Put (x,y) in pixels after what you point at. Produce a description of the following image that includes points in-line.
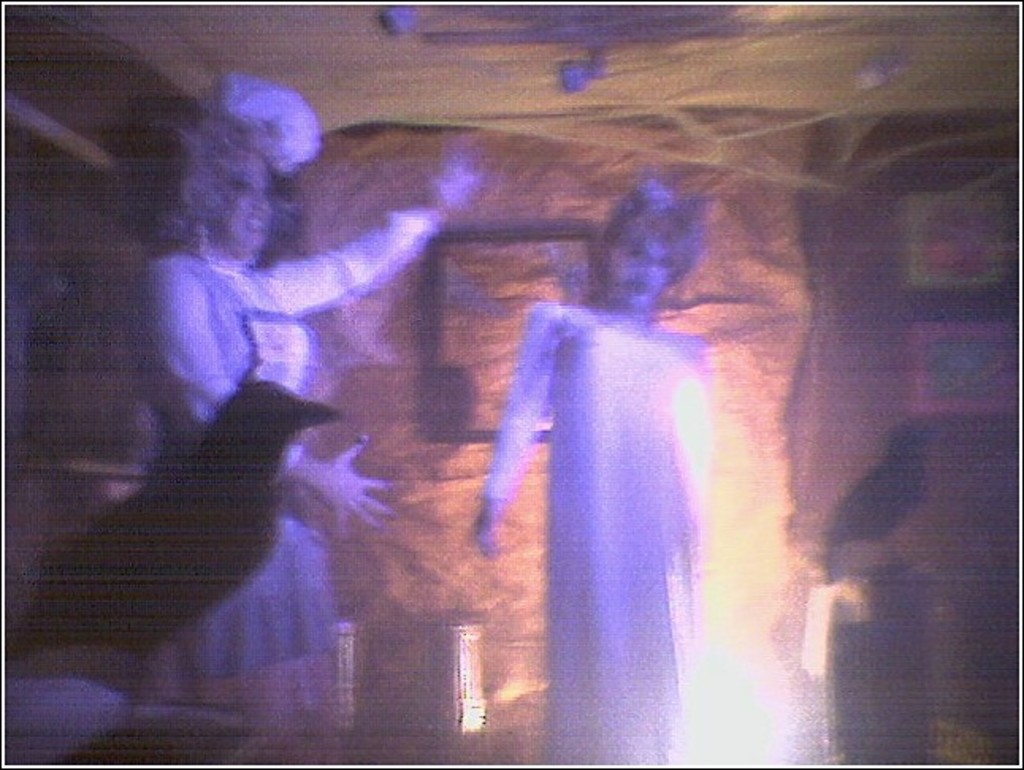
In this picture we can see two persons (599,472) in the middle (624,456), it looks like a bird (250,518) in the front (221,546), we can see a blurry background (807,317).
